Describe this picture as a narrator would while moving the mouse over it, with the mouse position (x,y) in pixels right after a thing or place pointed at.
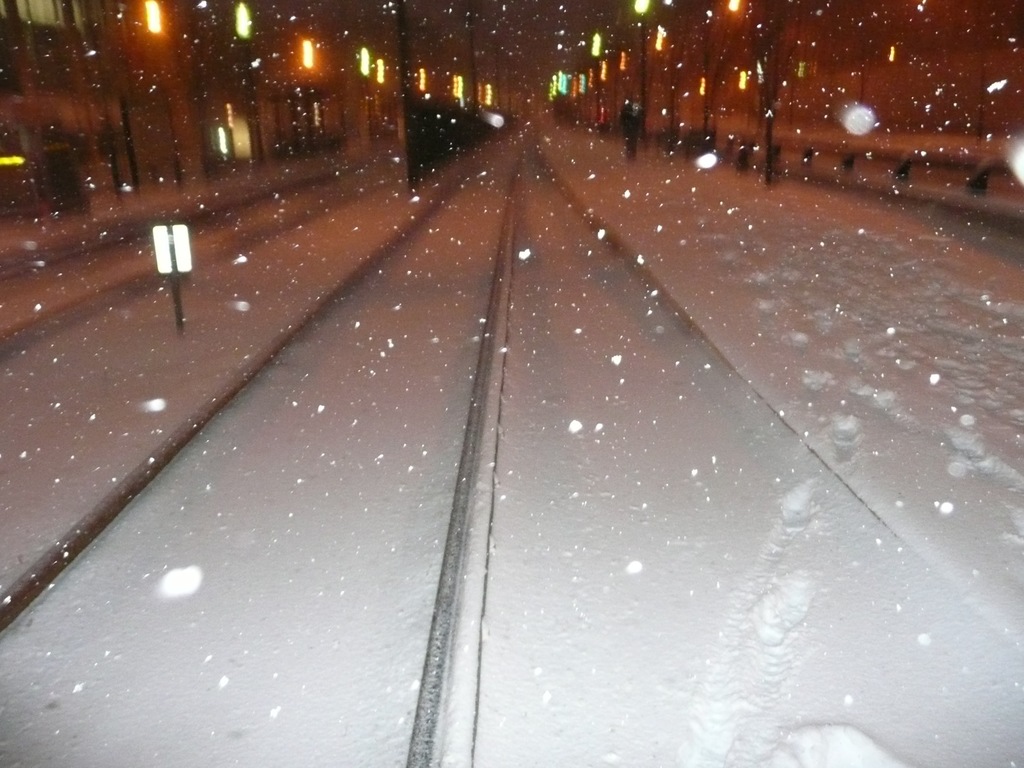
In the picture we can see the surface (465,279) with snow (964,553) and on it we can see the railway tracks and on both the sides we can see the poles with lights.
